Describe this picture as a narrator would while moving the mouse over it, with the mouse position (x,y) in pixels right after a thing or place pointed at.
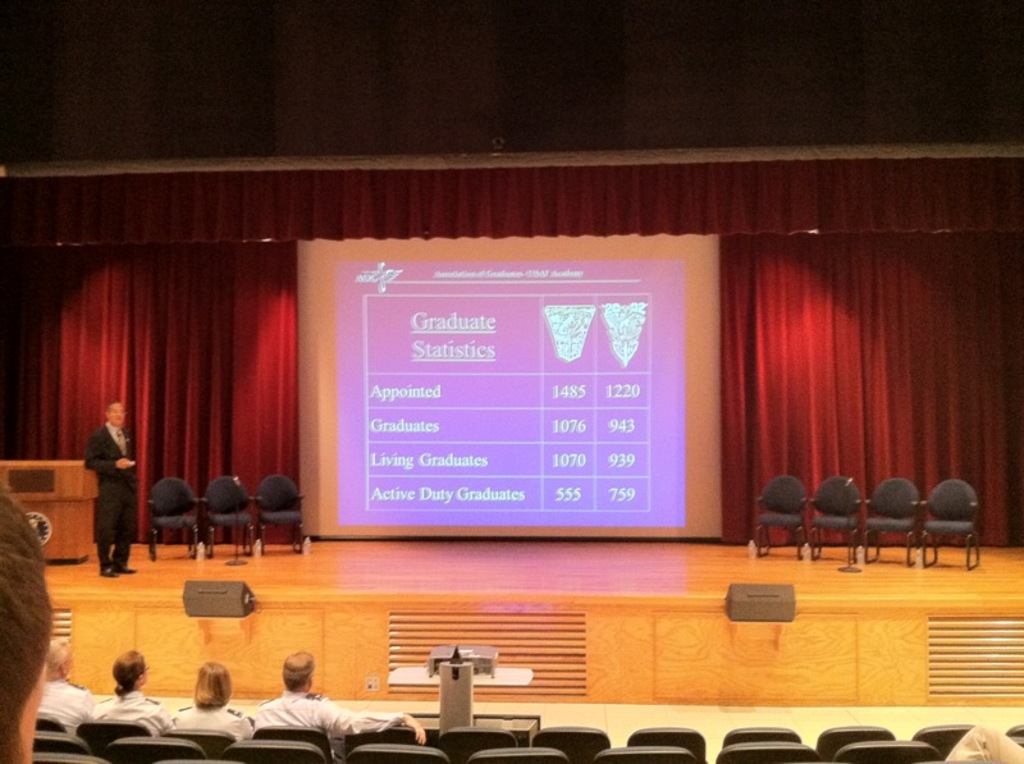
In this image we can see few people (122,715) sitting on the chairs (569,745), a person (118,498) is standing on the stage (271,566), there are few chairs (853,495), a presentation screen (486,357), a podium (75,504) and black colored objects (751,609) on the stage (402,585) and there is a projector (466,656) on the table (412,683) and a curtain (821,407) in the background (1000,260).
